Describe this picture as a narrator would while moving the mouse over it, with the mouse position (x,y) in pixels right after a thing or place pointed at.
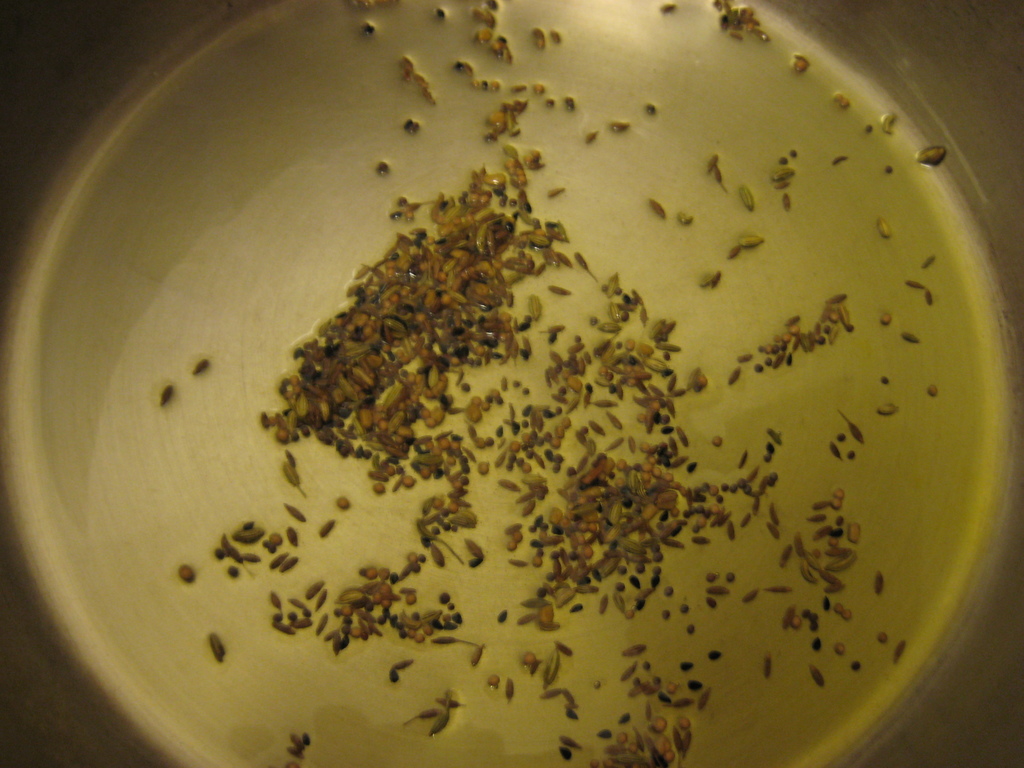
Here we can see ingredients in a bowl (731,473).
